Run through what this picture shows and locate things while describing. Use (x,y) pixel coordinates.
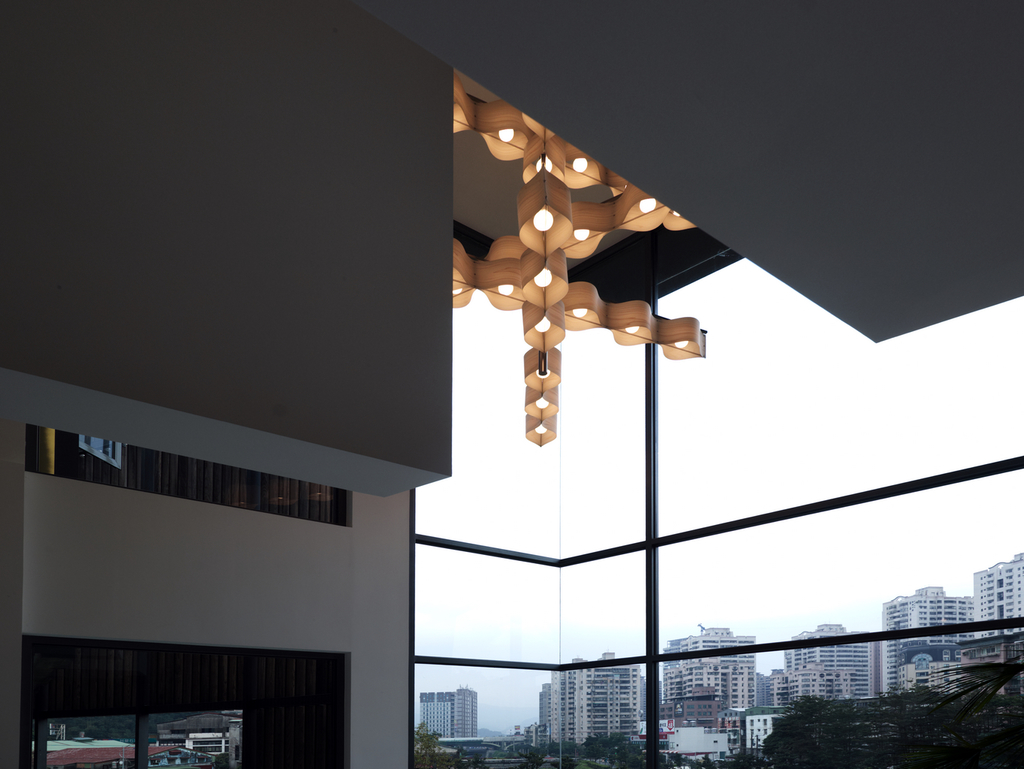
This image is clicked from inside the building (642,544). In this image there is a glass (812,537) through which we can see the buildings (855,697) and trees (795,737). At the top (569,220) there are lights (569,220). On the left side (197,588) there is a wall (175,412). At the bottom (86,737) there is a window (64,728) on the left side (121,733).
